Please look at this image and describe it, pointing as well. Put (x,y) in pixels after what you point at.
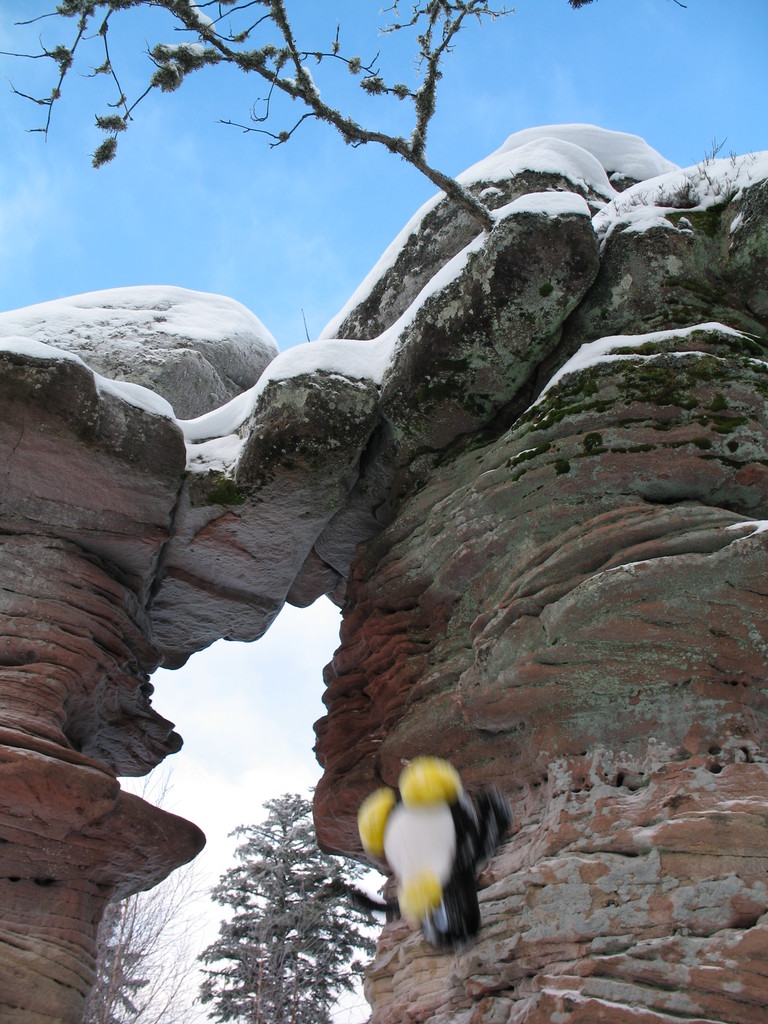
In this image we can see a mountain (474,397) and trees (437,176). Bottom of the image (468,835) one black, white and yellow color bird (442,834) is there.
